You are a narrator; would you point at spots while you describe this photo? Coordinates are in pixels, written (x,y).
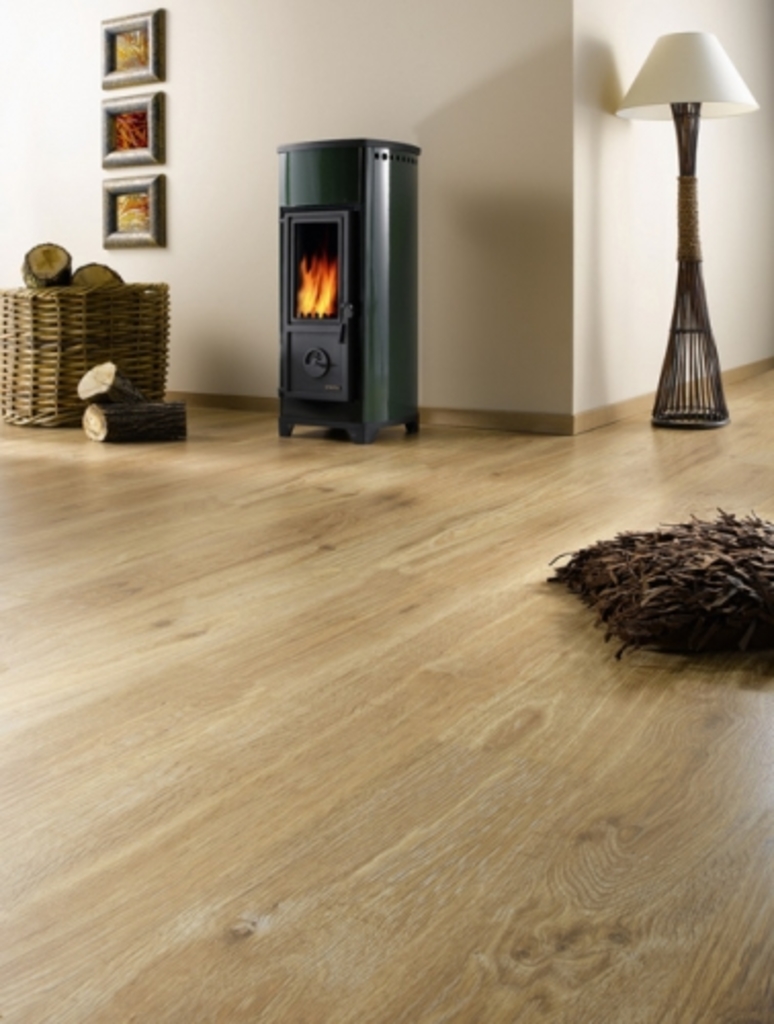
In this picture there is a fire (328,271) in the green color box (366,277), beside that I can see the woods (119,410), basket (117,364) and photo frames (130,223). On the right (679,97) I can see the lamp (671,368) which is placed near to the wall (588,296). At the bottom (404,806) I can see the wooden flooring (393,691). In the bottom right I can see some cloth (704,598).
